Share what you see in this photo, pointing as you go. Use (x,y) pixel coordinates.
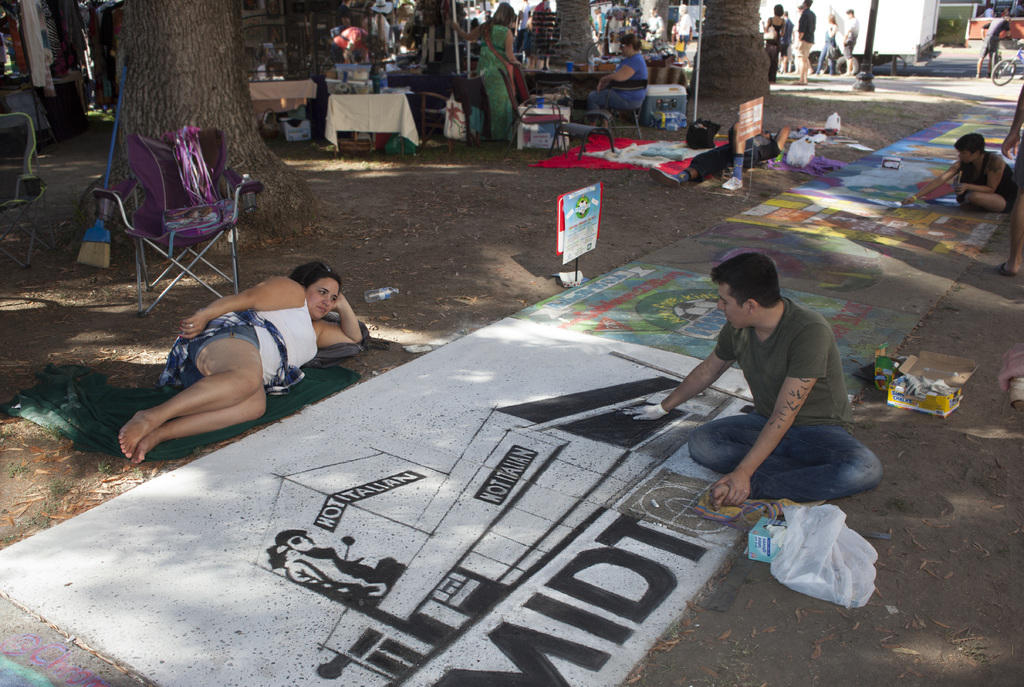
In this picture I can see few people (832,41) standing and few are seated on the ground (711,526) and a woman (632,50) seated on the chair (640,107) and I can see few tables (432,85) and few articles (389,56) on the tables (394,76) and I can see few people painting on the ground (907,295) and I can see a bicycle (1011,66) and a chair (174,190) on the side and a woman (239,358) laying on the ground (369,391) and I can see couple of boards (589,224) with some text (592,227) and I can see couple of boxes (940,388) and a carry bag (808,561) on the ground (442,623).
